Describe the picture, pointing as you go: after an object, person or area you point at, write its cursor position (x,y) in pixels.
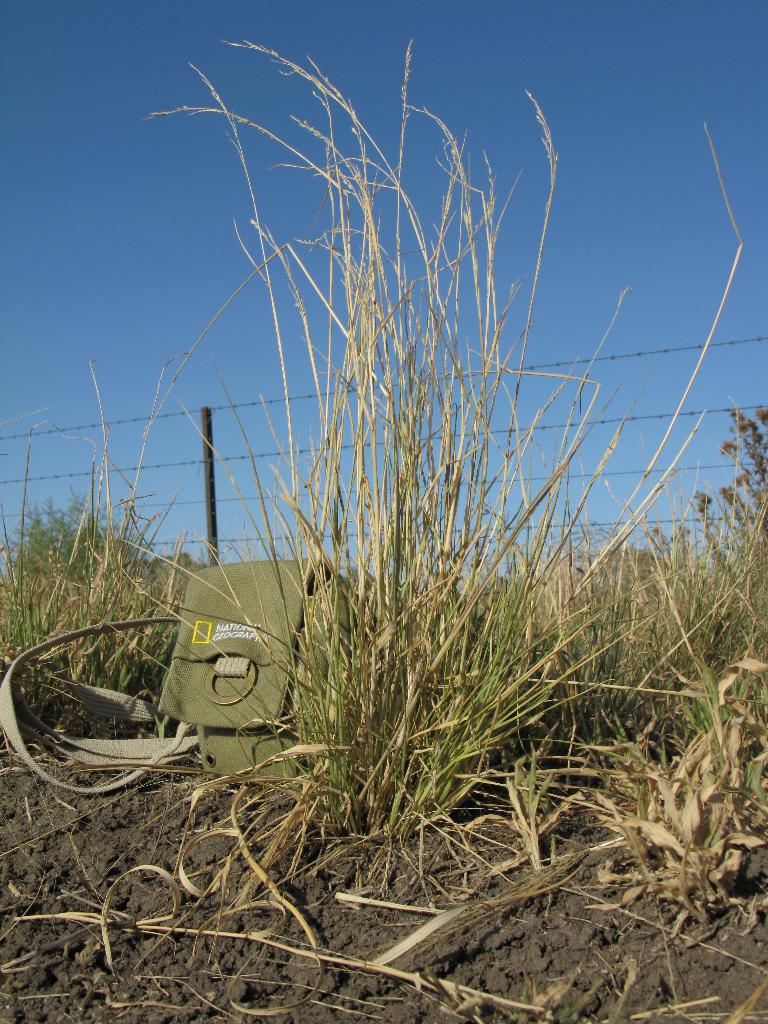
In the background (335,60) we can see a clear blue sky (731,351), fence (753,340). We can see grass (635,625) and a bag (277,712) on the soil (558,968).
